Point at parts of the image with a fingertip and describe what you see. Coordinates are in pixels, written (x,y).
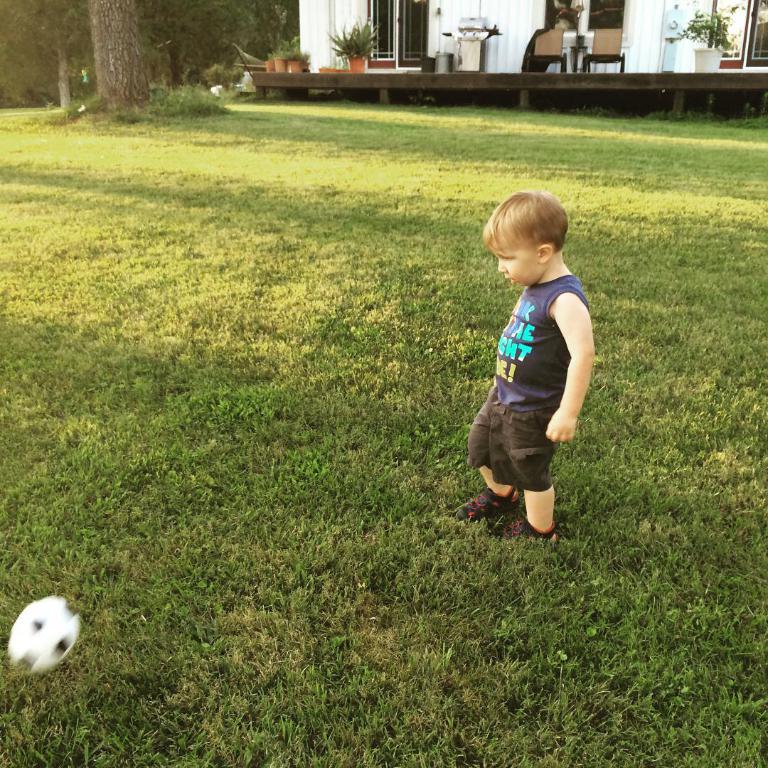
In the center of the image (509,387) we can see one kid (502,471) is standing. In the bottom left side of the image (14,625), we can see one ball (56,653). In the background (540,8), we can see trees (210,35), one building (447,29), glass doors (558,8), chairs (602,57), plant pots (718,64), plants (701,31), grass (565,187) and a few other objects (726,76).
